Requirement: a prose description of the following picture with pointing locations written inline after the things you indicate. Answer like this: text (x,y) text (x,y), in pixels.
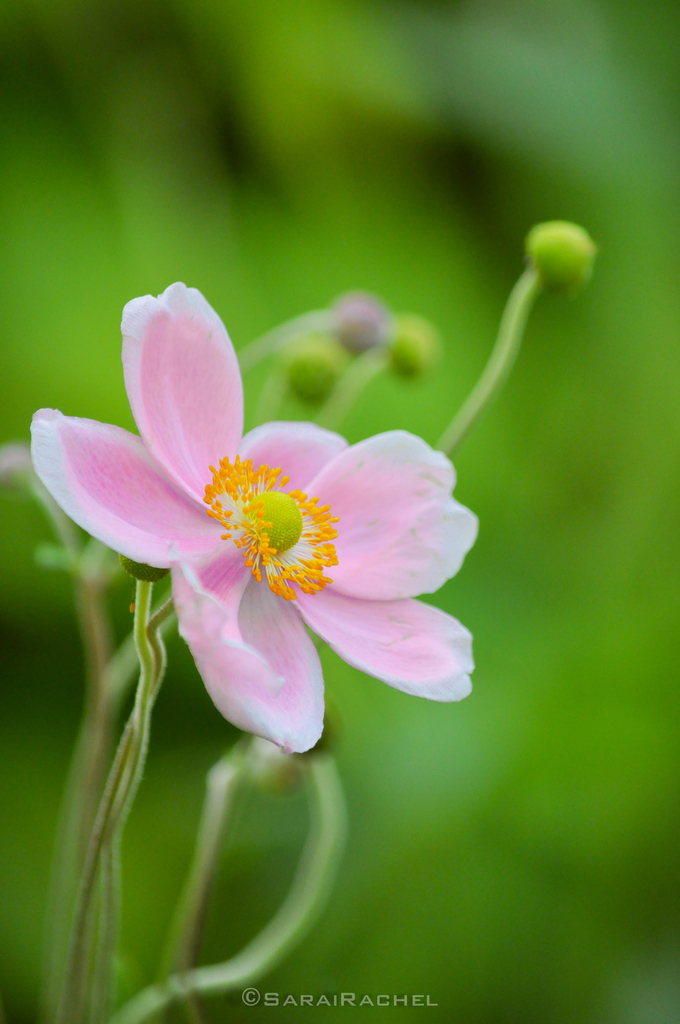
In this image I can see a flower (267,587) which is pink, yellow and green in color to a plant (284,480) which is green in color. I can see the green colored blurry background (417,129).
